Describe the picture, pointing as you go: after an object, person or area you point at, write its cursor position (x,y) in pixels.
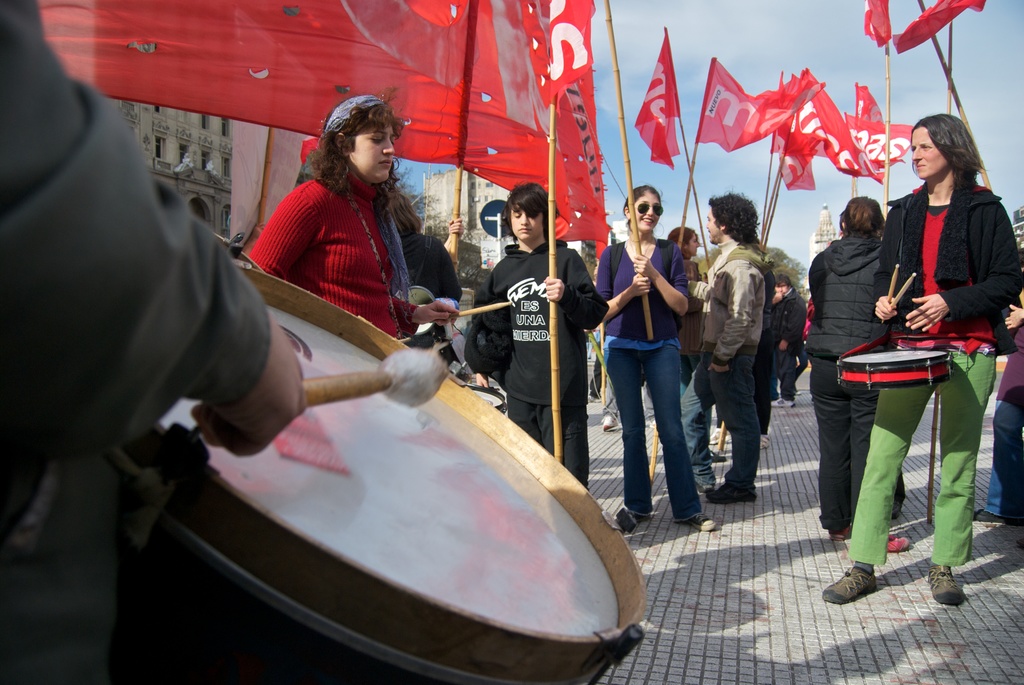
This is a picture taken in the outdoor, there are group of people (766,323) holding a stick (553,182) with flag (528,144) on floor (747,590) and some people (92,451) are playing the music instrument (325,500). Background of this people (586,321) is a sky (702,69) with clouds (762,44) and a building (213,159).
